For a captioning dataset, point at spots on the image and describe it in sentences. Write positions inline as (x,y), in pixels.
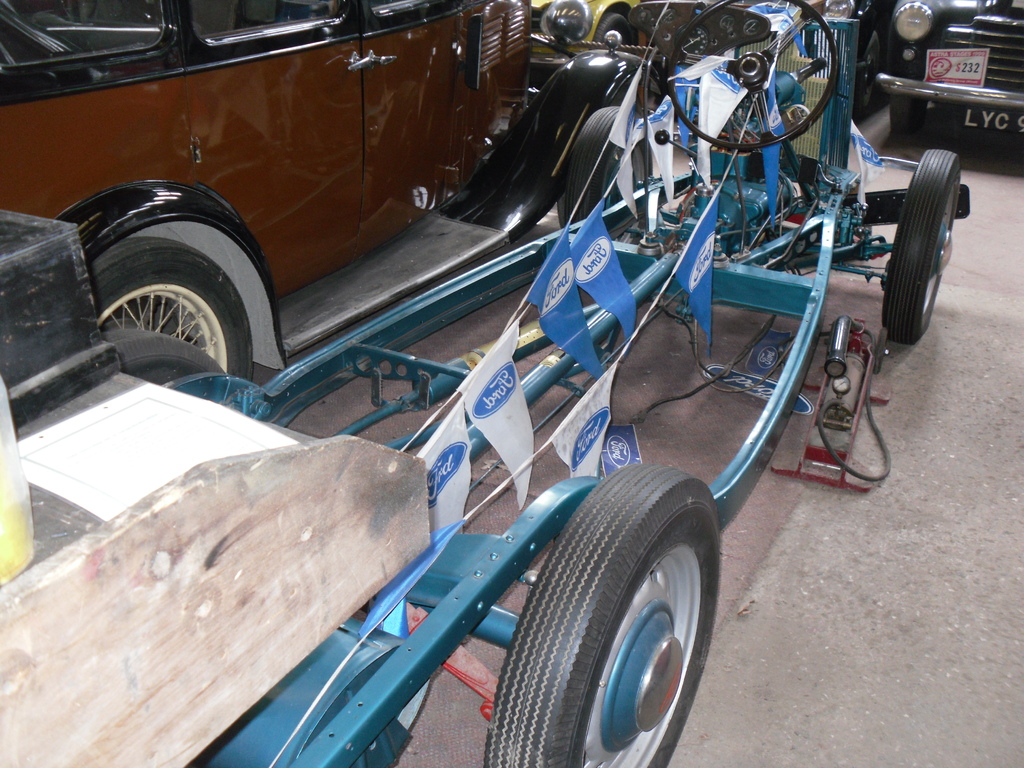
In this image in the center (554,381) there is one vehicle (367,683), and on the vehicle (674,211) we could see some flags (700,247). And in the background (563,45) also there are some vehicles (619,54) and some objects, at the bottom (797,666) there is walkway (851,524). And on the left side of the image (60,569) there is a wooden board like object (152,513) and some other objects (122,496).
